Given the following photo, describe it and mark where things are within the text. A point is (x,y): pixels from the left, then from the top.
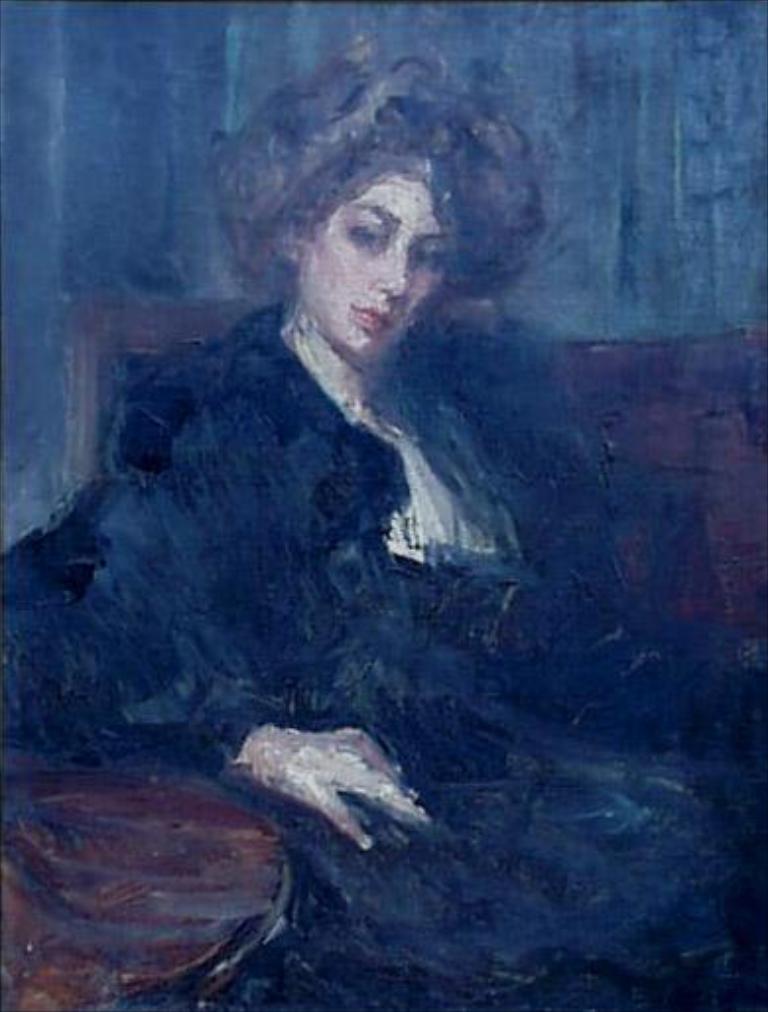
In this picture I can see there is a painting (581,328) of a woman (671,645), she is sitting on the chair (611,428), she is wearing a black dress (384,664) and in the backdrop (640,193) there is a blue surface (526,103).
